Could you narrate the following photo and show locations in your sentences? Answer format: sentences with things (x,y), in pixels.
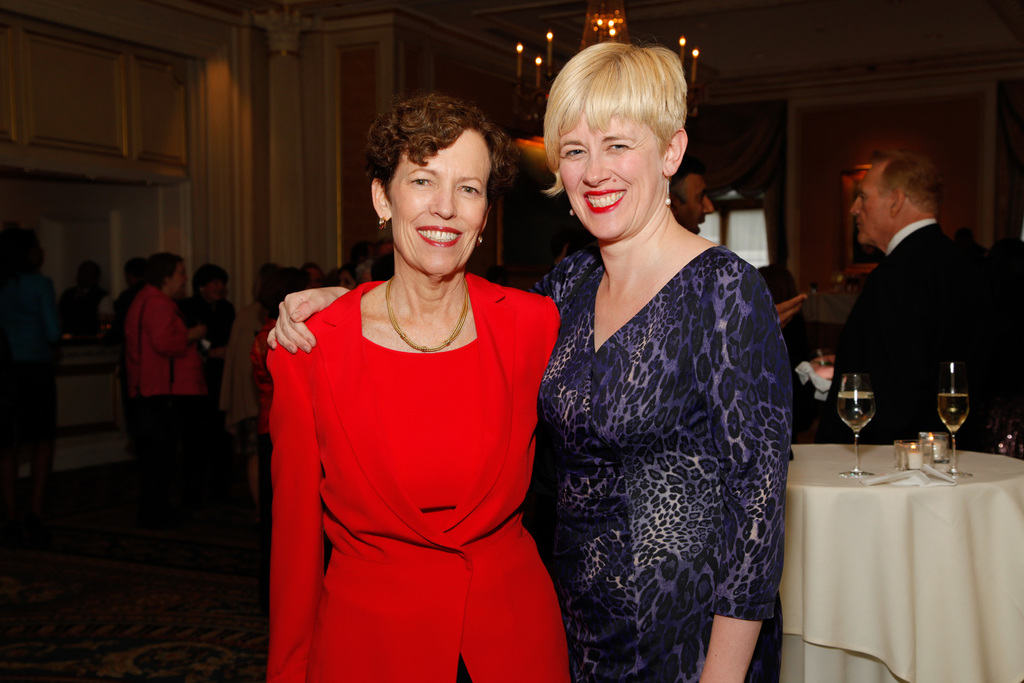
It seems to be the image is taken inside the room (704,378). In the image there are two women (593,356) standing and having smile (594,204) on their face (459,224). On right side (854,482) there is a table (842,490), on table (840,487) we can see a cloth (833,567), glass (857,415) with some drink (860,402), candle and we can also see a man (916,351) standing on right (916,303) side, wall (962,139) and a photo frame (858,178). On left side (242,365) there are group people (182,337) standing and there is a white color wall (211,213), in background (722,215) there is a window (735,219) which is closed and curtains (750,184) and roof (770,65) is on top (776,50), at bottom (172,657) there is a mat (163,647).
